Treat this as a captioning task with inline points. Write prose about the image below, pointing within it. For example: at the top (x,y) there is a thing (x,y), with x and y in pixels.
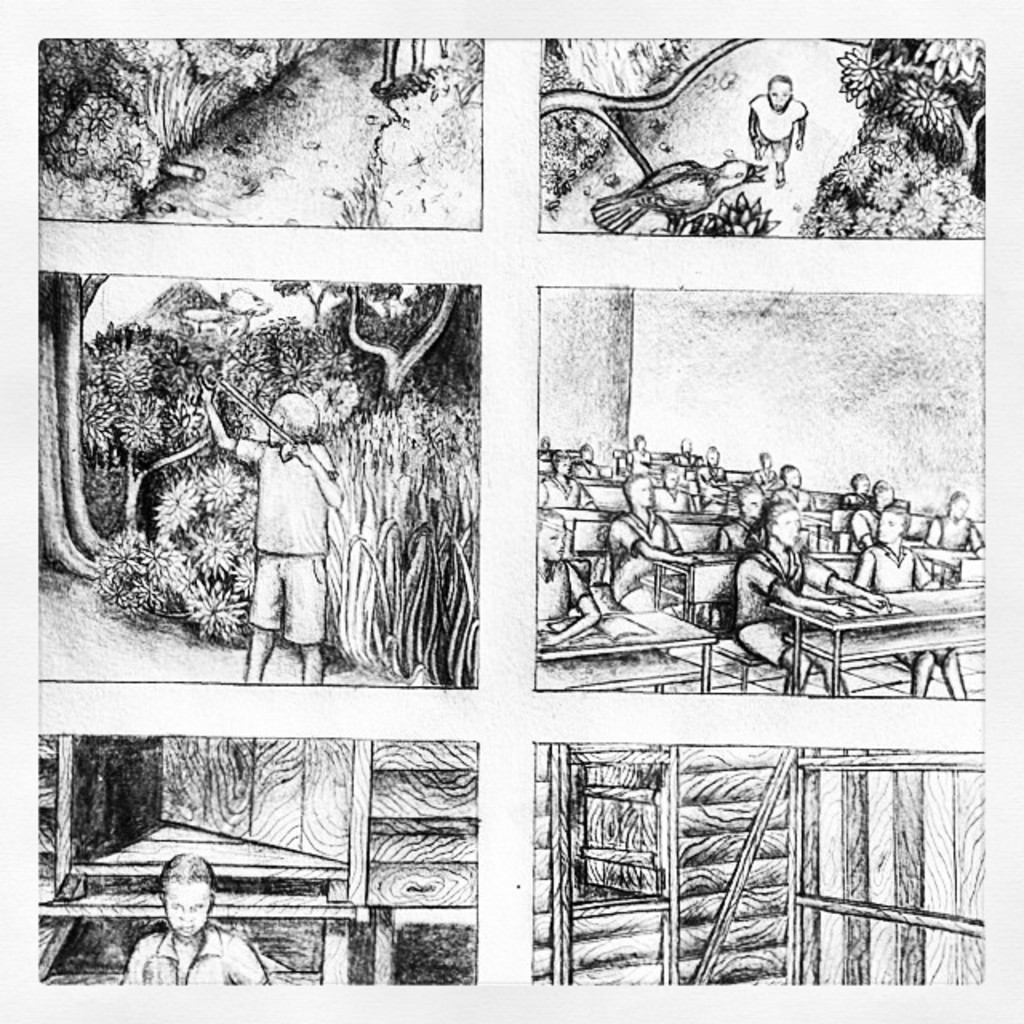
In this image, we can see few sketches (581,787) on the white surface (18,538). Here we can see few people (917,582), trees (47,513), plants (137,586), bird (671,183), few objects (416,868). On the right side of the image (793,589), we can see a group of people (769,573) are sitting on the benches (675,590).
